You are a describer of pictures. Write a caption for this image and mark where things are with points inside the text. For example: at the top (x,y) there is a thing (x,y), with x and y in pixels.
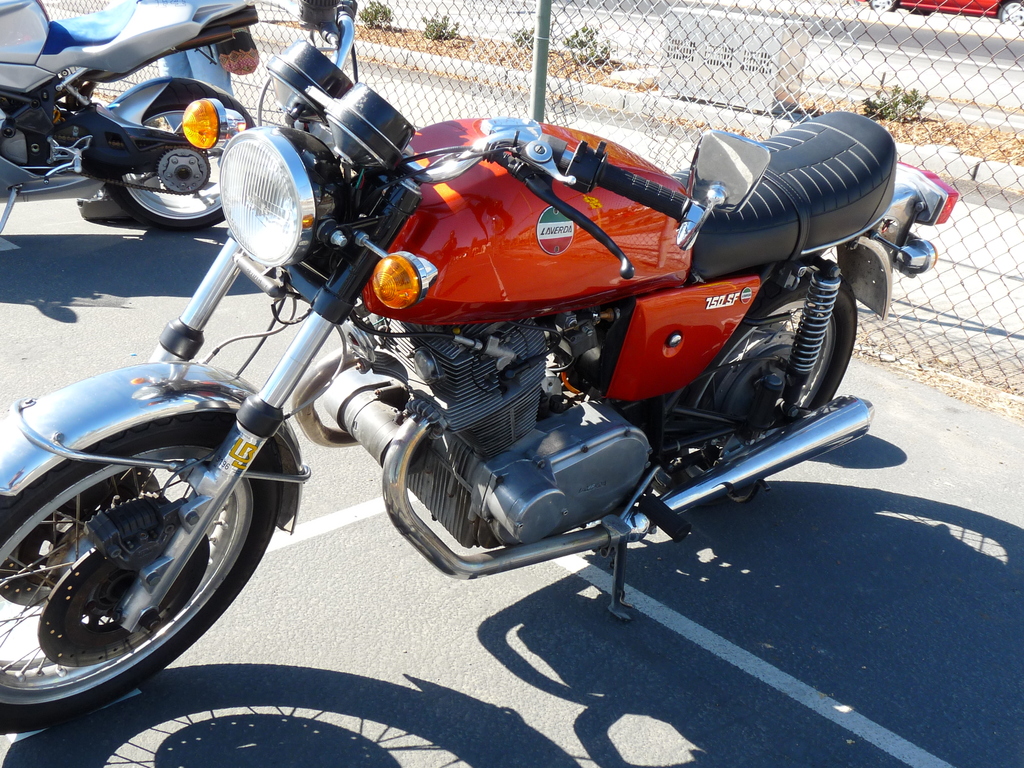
In this image there are two bikes (295,276) parked, behind the bike (532,149) there is a net fence (739,24), behind the fence (697,19) there is a vehicle (1017,9) on the road (982,32) and there are plants (376,29) and a rock structure (729,63) with some text (716,62) on it.
